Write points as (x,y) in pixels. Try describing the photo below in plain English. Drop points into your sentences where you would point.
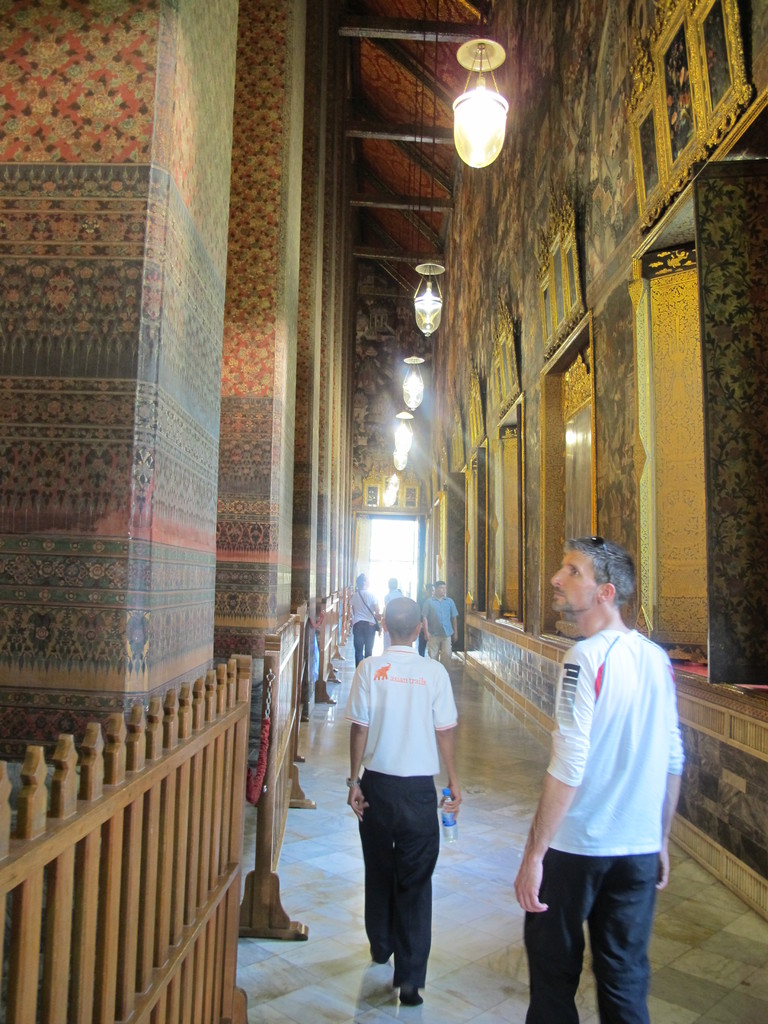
In this image there are few persons (595,795) walking on the floor (487,879). A person (405,723) wearing a white T-shirt (416,725) is holding a bottle (444,818) in his hand (449,808). Left side (19,879) there is fence (117,766). Behind there are few pillars (236,480). Few lights (487,126) are hanged from the roof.
